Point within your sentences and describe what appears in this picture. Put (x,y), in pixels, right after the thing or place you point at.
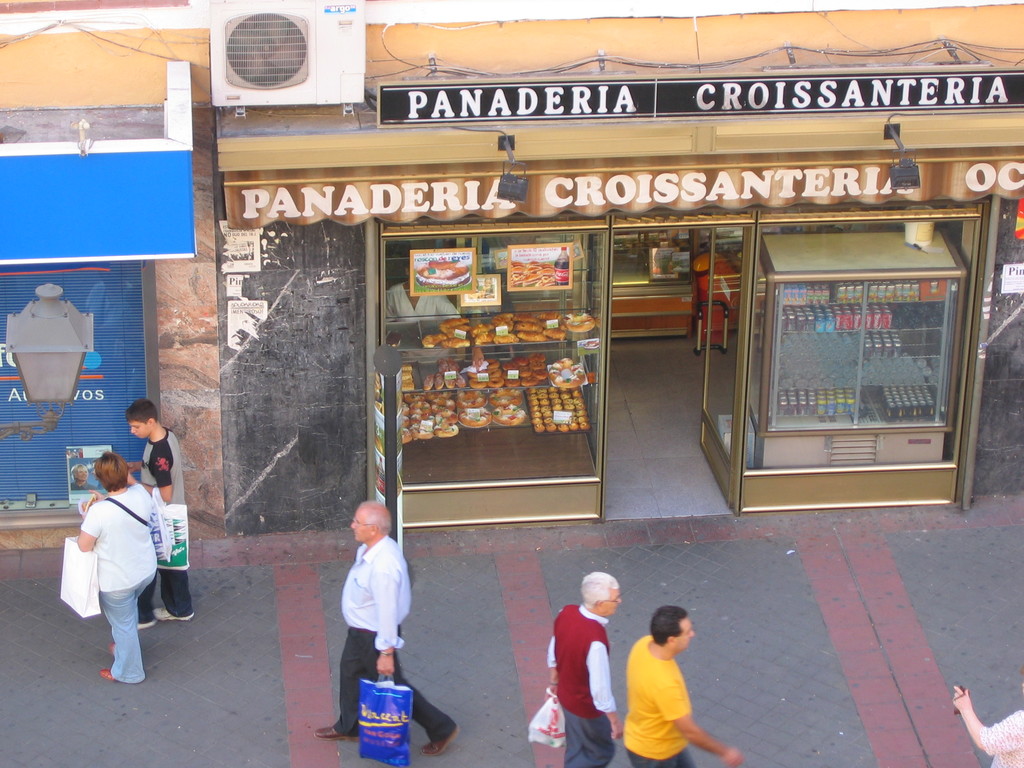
This picture describes about group of people (362,512), few people (155,554) are standing and few are walking, and we can see few people (396,566) are holding bags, beside to them we can see a store (552,291) and few lights (904,172).
